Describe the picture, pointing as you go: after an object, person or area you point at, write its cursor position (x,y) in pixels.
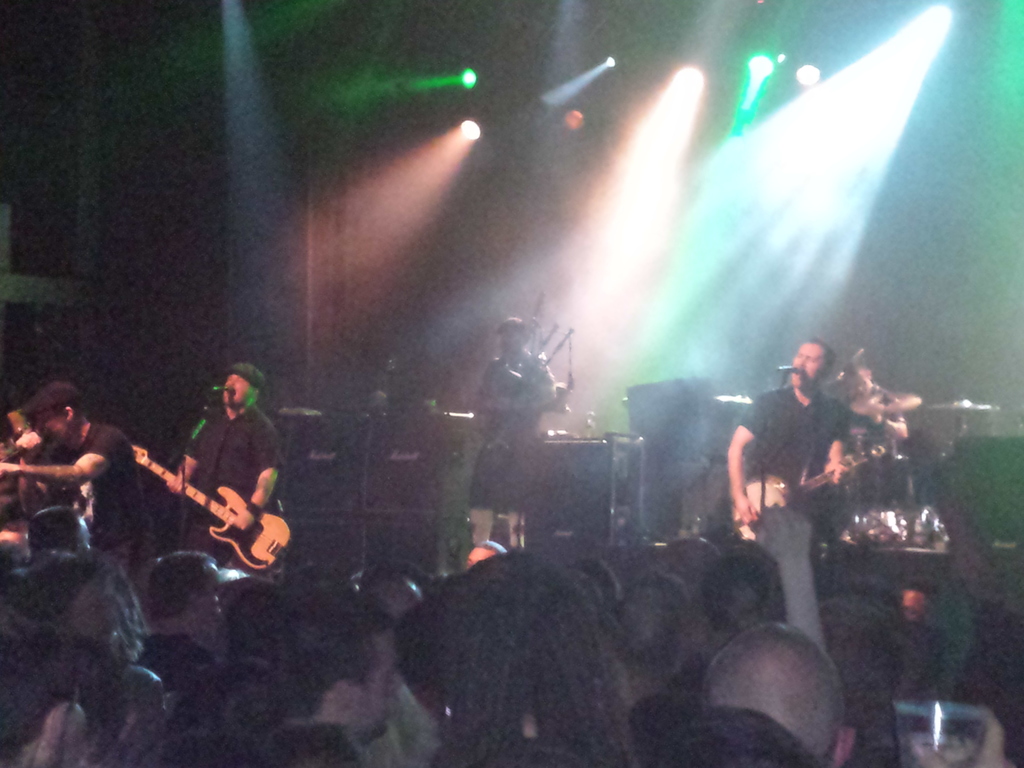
In this picture we can see group of people (428,607) and few people (240,435) playing musical instruments (281,546) in front of the microphones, in the background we can see few lights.
